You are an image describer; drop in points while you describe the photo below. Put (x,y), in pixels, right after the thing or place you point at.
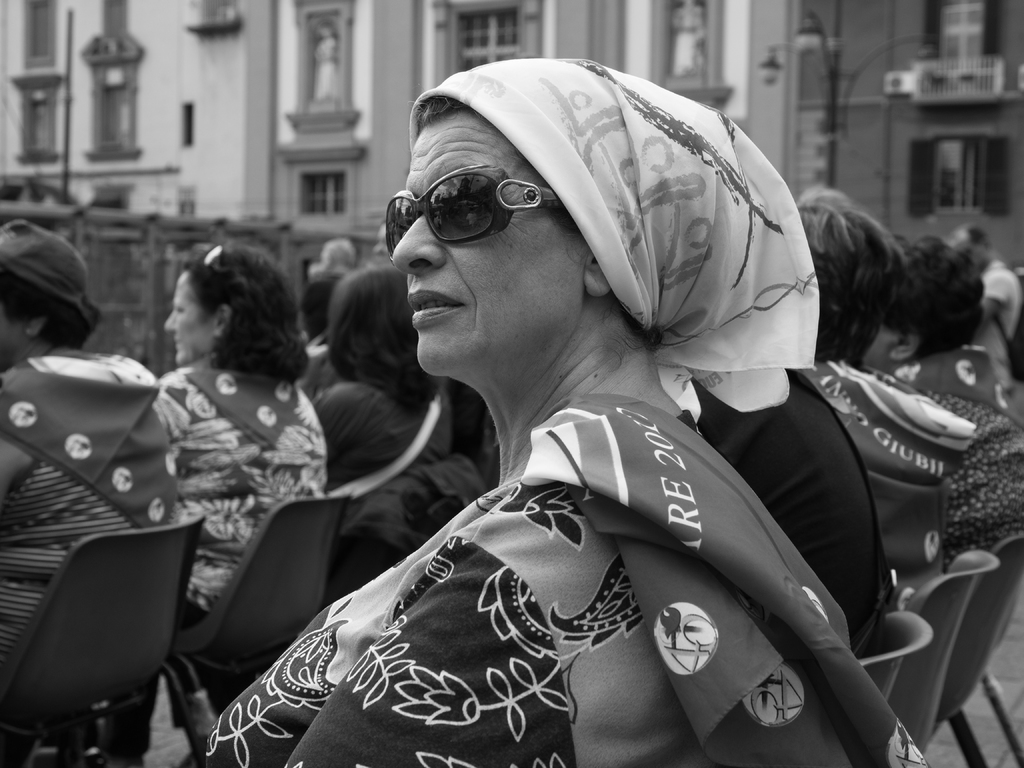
In this image, we can see a group of people (838,564). Few are sitting on the chairs (902,645). In the middle (578,443), a woman (598,455) wearing goggles (483,229). Background (844,136), we can see a building (266,106), wall (181,87), pole (837,95) with lights (818,43), windows (515,27).
